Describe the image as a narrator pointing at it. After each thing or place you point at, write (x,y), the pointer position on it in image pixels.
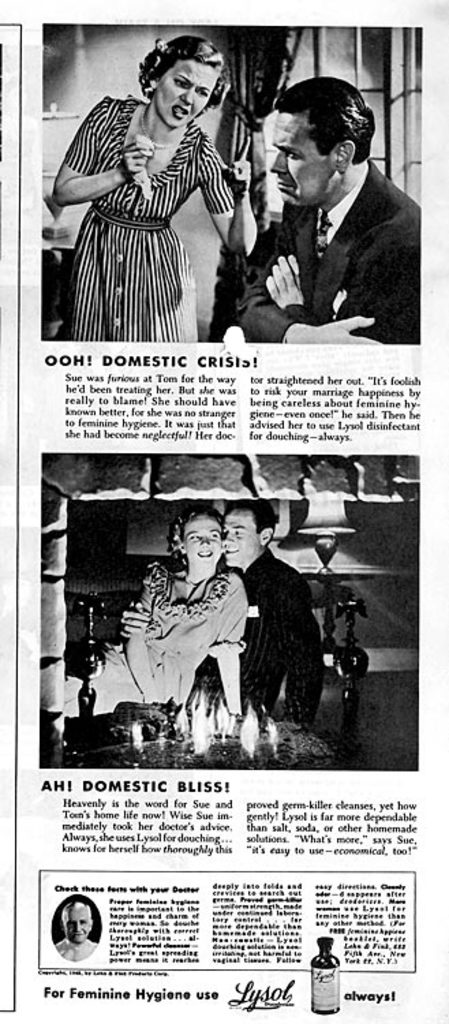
In this image we can see a poster (210,499) with some text (232,830) and images (233,591).
